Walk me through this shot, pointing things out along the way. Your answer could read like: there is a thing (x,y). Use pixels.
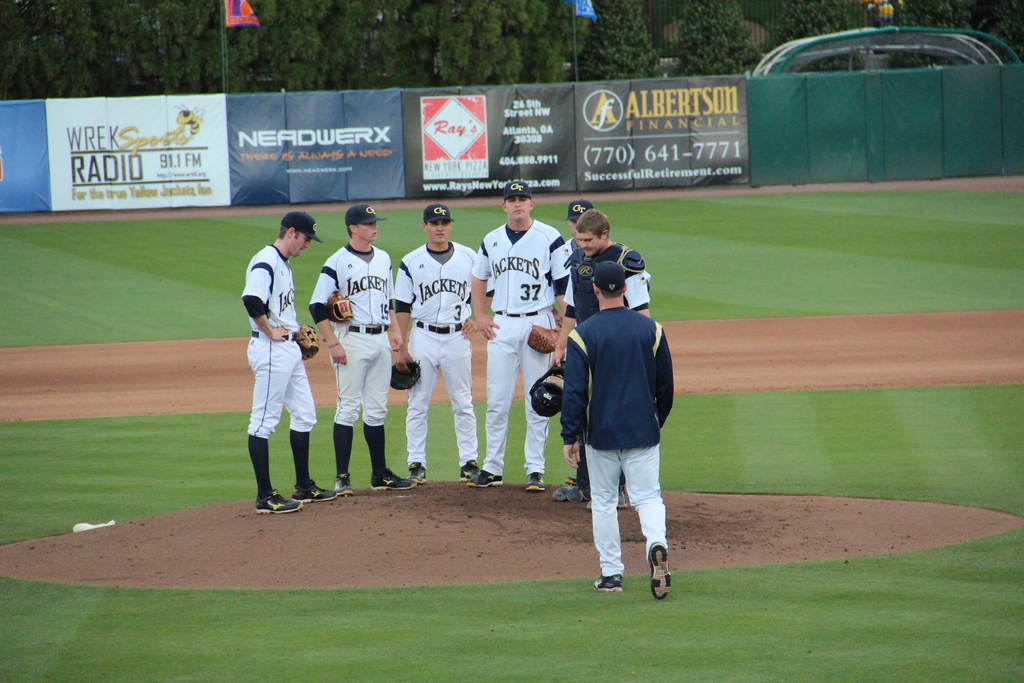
In this image we can see one baseball ground (779,218), two flags (228,14) attached to two poles (225,75), one big wall (776,168) and some banners (549,187). So many trees (581,75) are there. Six people (606,250) standing and holding objects (543,346). One person (595,458) is walking.
